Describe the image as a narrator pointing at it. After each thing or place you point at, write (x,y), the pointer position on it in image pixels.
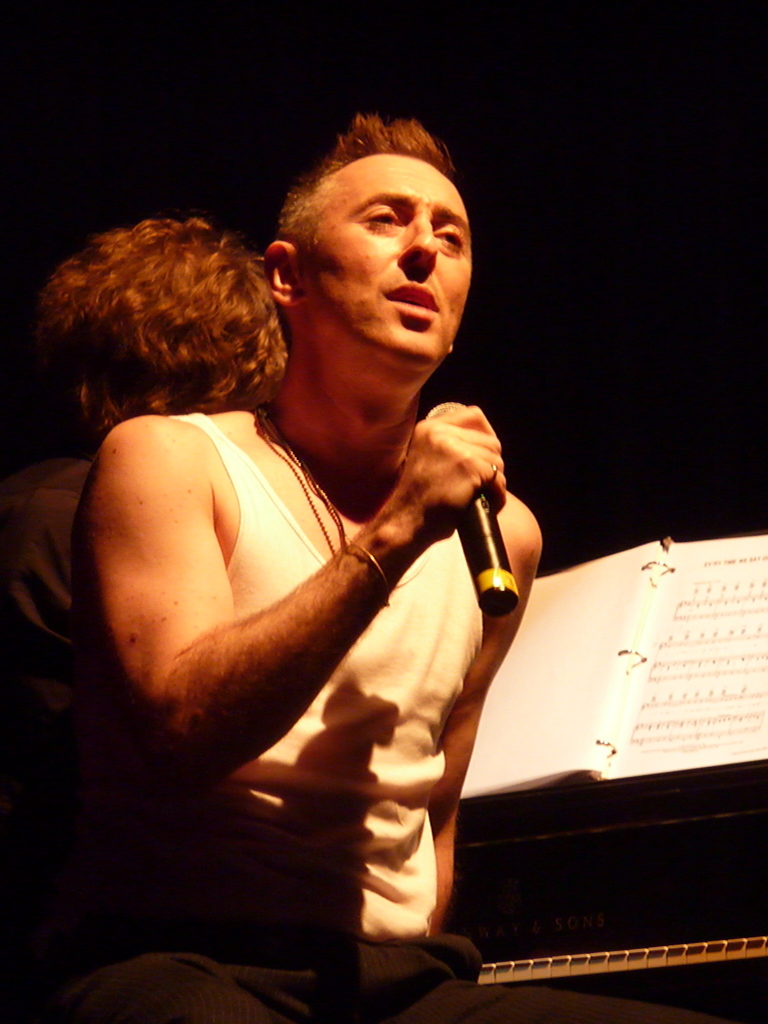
Here we see a man (136,886) performing with the help of a microphone (485,583) and a man (183,376) playing an instrument (626,846).
